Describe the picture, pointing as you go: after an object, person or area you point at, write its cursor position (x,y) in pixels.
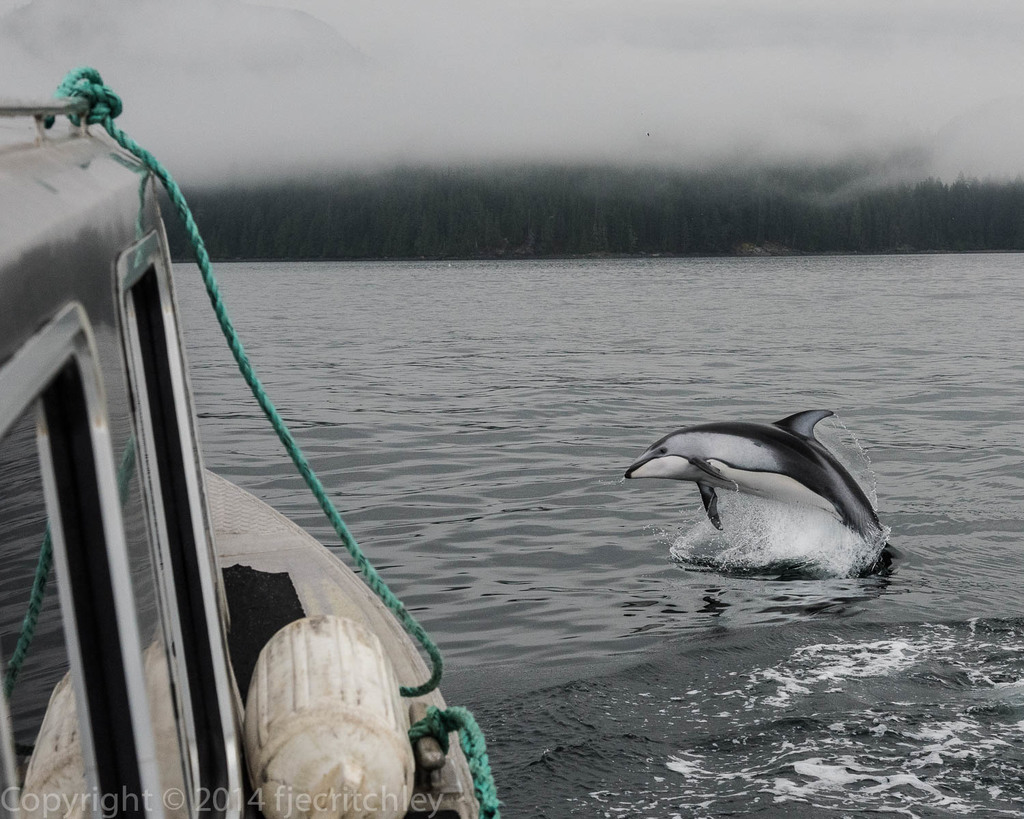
In this image I see a boat (125,581) over here and I see the green color ropes (482,788) and I see the water (698,414) and I see a dolphin (788,501) over here and I see white and green color in the background (538,63).
